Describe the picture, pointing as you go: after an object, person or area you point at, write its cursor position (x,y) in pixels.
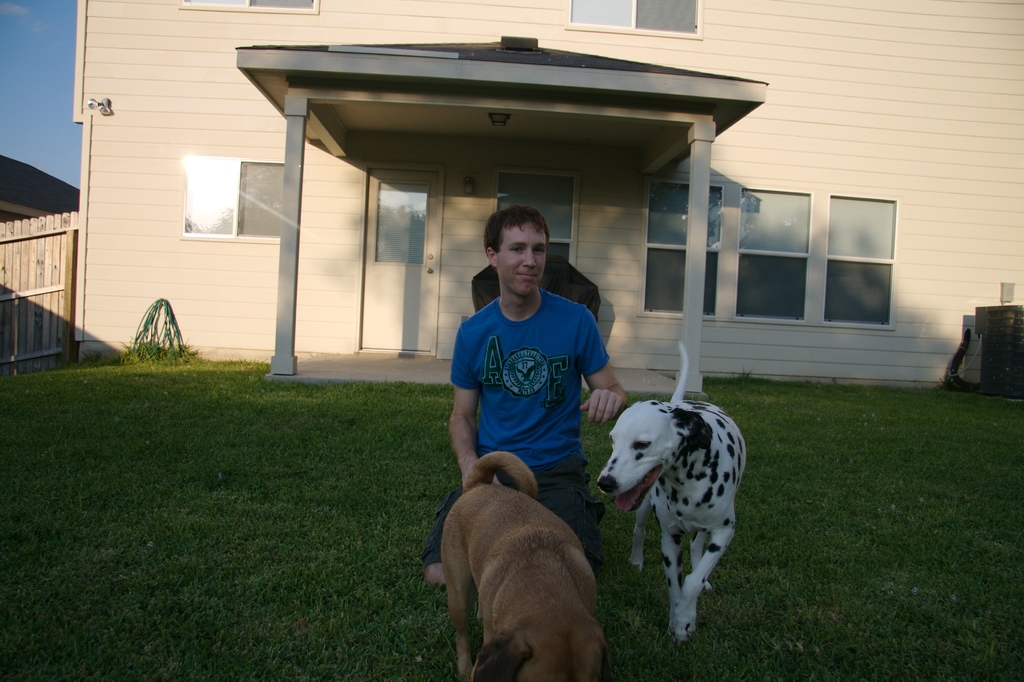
There is a man (469,344) with two dogs (526,525). In the back (528,87) there is a building (237,100) with windows (741,246), door (395,207) and pillars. On the left side (22,263) there is a fencing (28,295). In the background (23,120) there is sky (36,142).
